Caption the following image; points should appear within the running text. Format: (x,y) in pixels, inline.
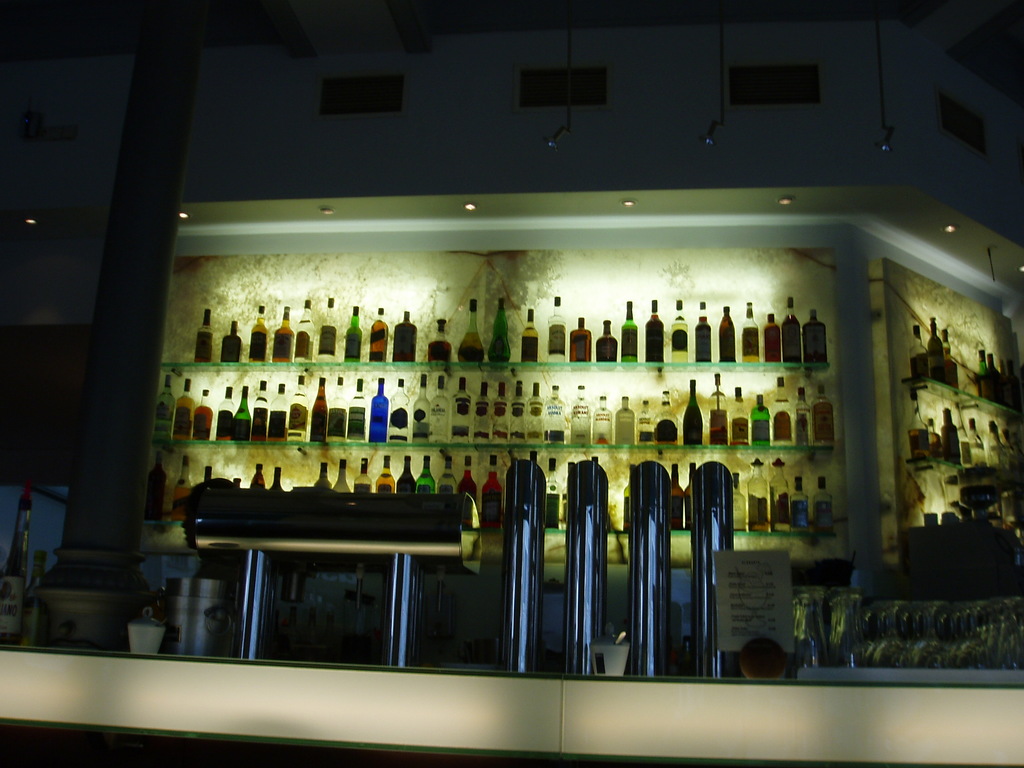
This image is dark where we can see many bottles (219,414) are kept on the shelf (268,444). Here we can see many glasses (908,617) kept in the tray (806,671), jars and a few more bottles (0,618) kept here. In the background (859,103), we can see ventilators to the wall (501,127).
